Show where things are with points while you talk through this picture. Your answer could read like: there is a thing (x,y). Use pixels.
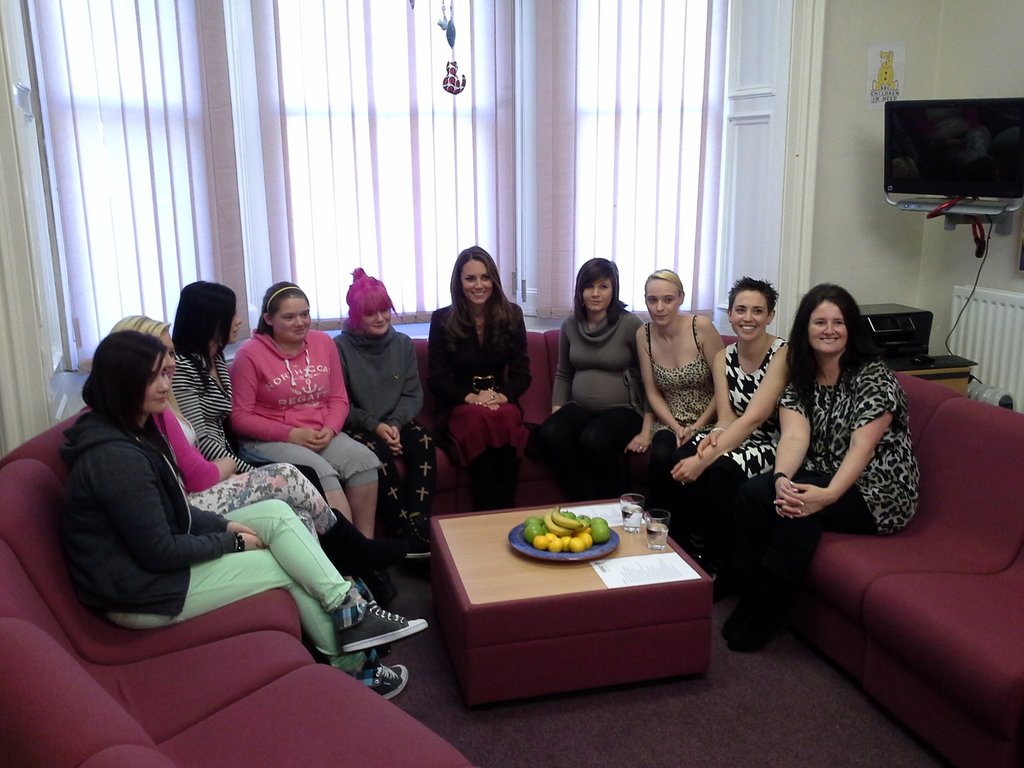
In this image, there are ten persons (724,400) sitting on the sofa (392,730), which is of red wine in color. In the middle of the image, there is a table (584,563) on which fruits (589,535), glasses (632,524) and a plate (589,551) is kept. In the background (787,222), the window (519,3) is there. The wall (845,53) is of white in color. In the right middle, a monitor (1021,177) is mounted. This image is taken inside a room (485,240).
